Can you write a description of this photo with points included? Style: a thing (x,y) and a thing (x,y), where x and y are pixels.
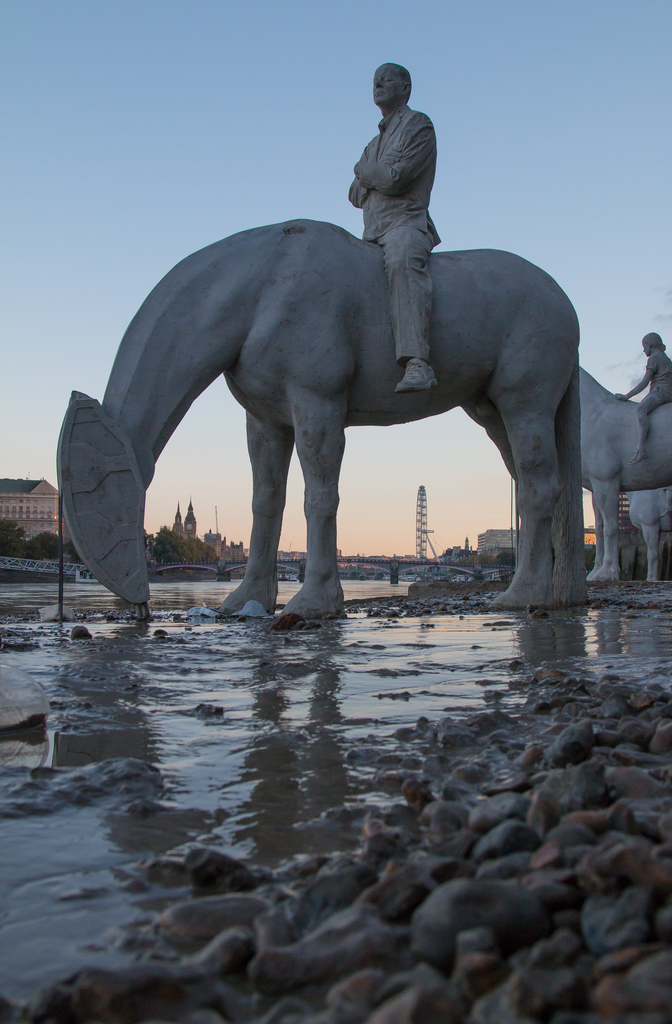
There is a statue (384,271) where a person (396,271) is sitting on an animal (266,292) and there are stones (361,857) and water (287,737) in the bottom (215,702).
